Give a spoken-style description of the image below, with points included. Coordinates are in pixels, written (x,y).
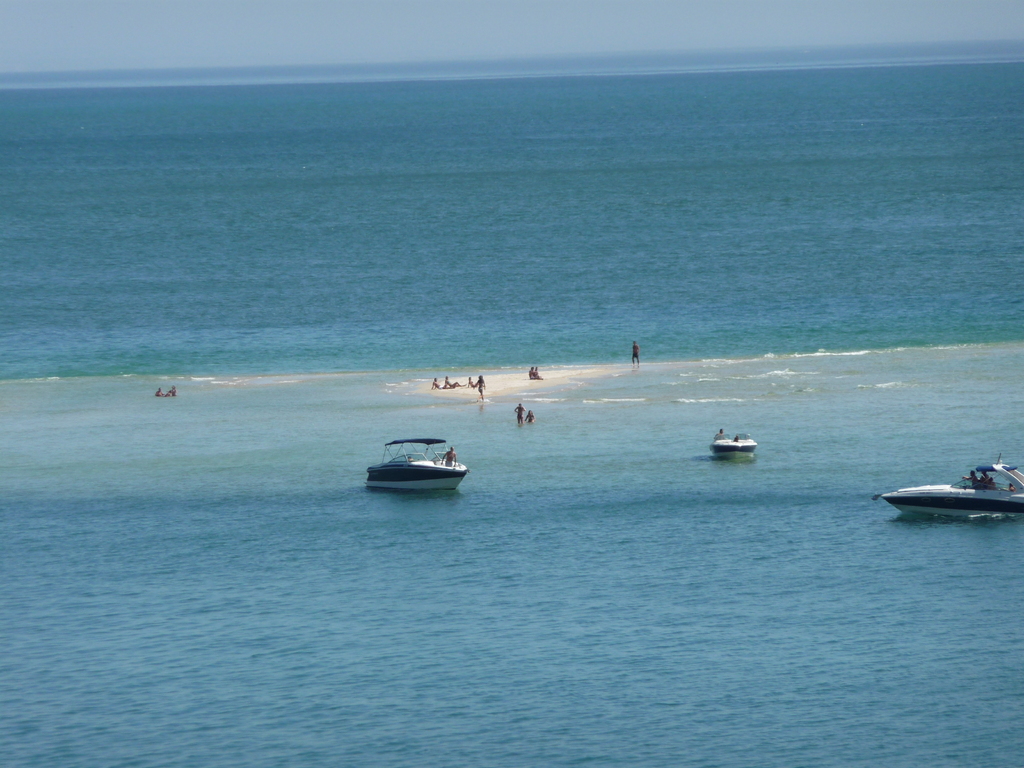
There is water (311,243). There are many people (446,380) in the water (551,394). Also there are boats (382,480) on the water (790,507).
